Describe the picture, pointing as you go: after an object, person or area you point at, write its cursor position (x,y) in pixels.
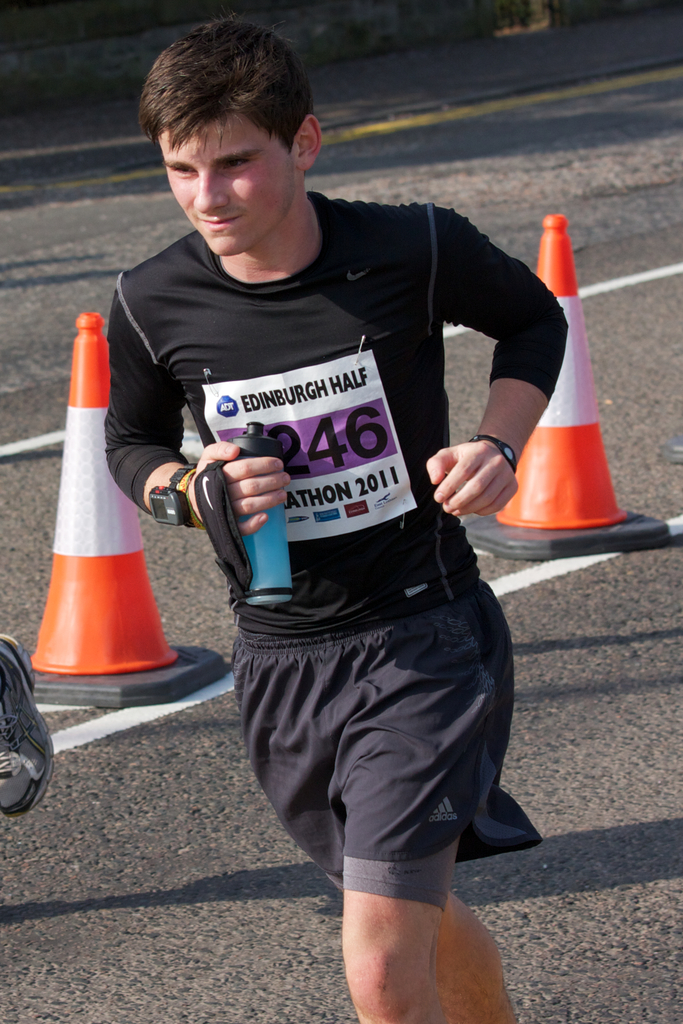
In this image we can see there is a person (252,421) running on the road (31,419) and there is an orange and white color object (108,494). At the back (84,41) it looks like a wall (385,22).
